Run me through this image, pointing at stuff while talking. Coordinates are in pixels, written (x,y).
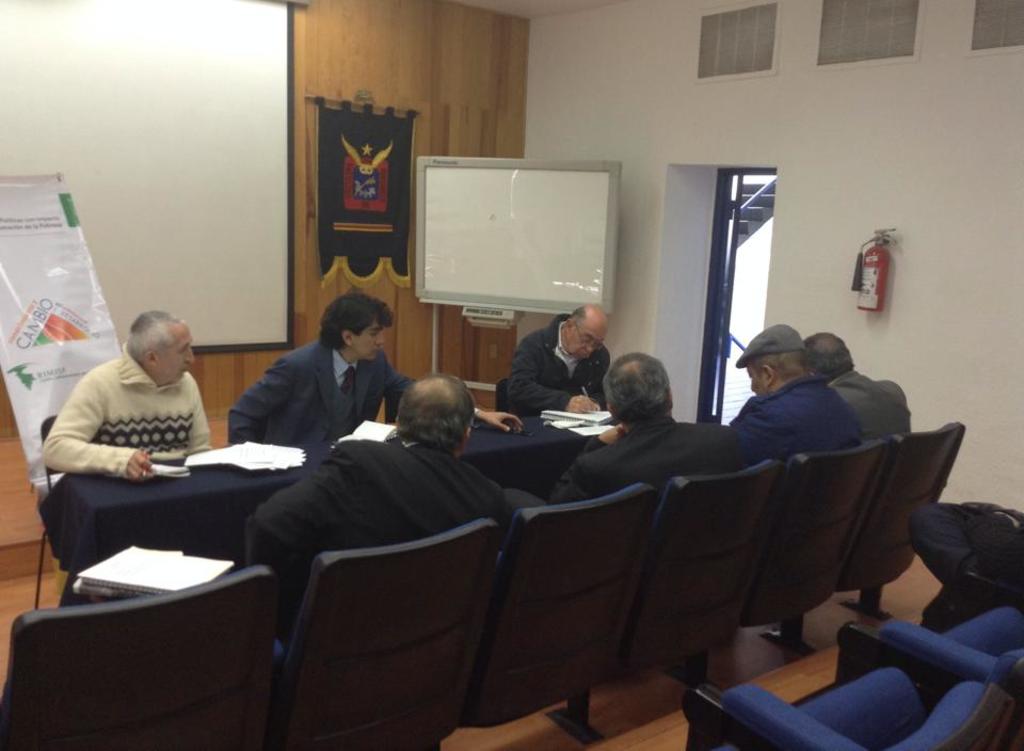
There are group of people (449,427) sitting in chairs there is a table (524,463) in front of them. The table (305,443) consists of a book (363,437) and papers (277,458) and there is a board (438,246) and projector (222,234) behind them.
